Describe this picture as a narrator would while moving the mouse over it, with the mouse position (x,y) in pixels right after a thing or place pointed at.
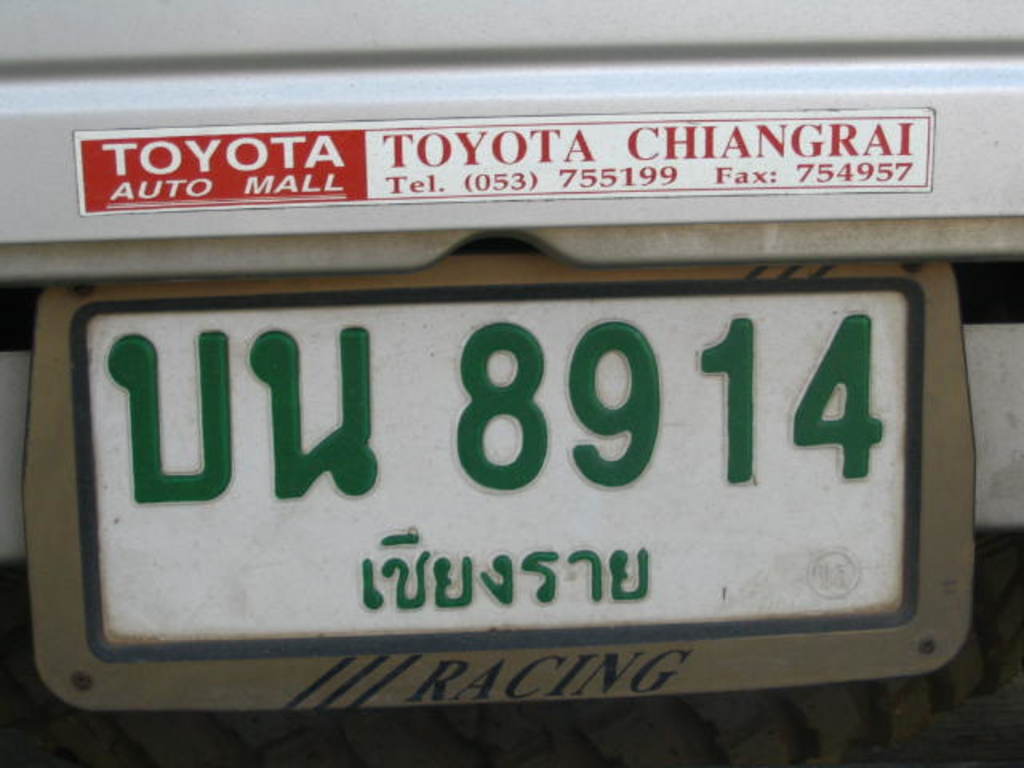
This looks like a number plate (420,443) and a sticker (476,180), which is attached to the metal board (944,138). This metal board (893,42) is silver in color.
